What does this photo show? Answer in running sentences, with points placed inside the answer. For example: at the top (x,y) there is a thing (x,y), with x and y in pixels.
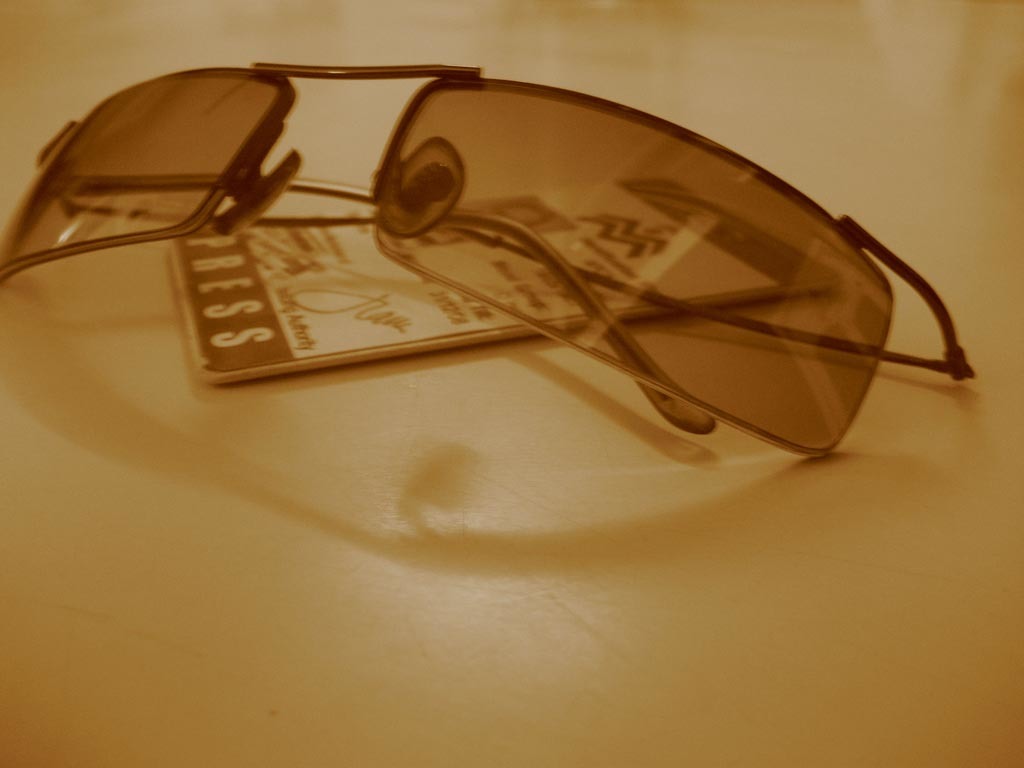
This Picture shows sunglasses (766,432) and a id card (295,320) on the table (280,28).
